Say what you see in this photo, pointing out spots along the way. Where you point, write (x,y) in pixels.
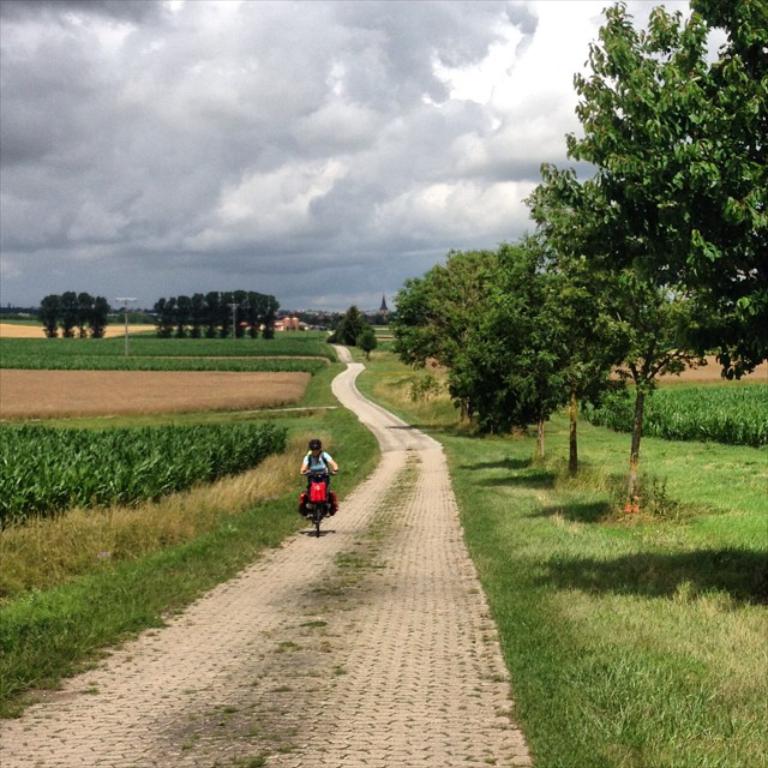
There is a person (332,468) riding a vehicle (333,508). We can see grass (732,516), plants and trees (488,377). In the background (8,284) we can see trees (174,317), pole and sky (115,291) with clouds (224,199).
